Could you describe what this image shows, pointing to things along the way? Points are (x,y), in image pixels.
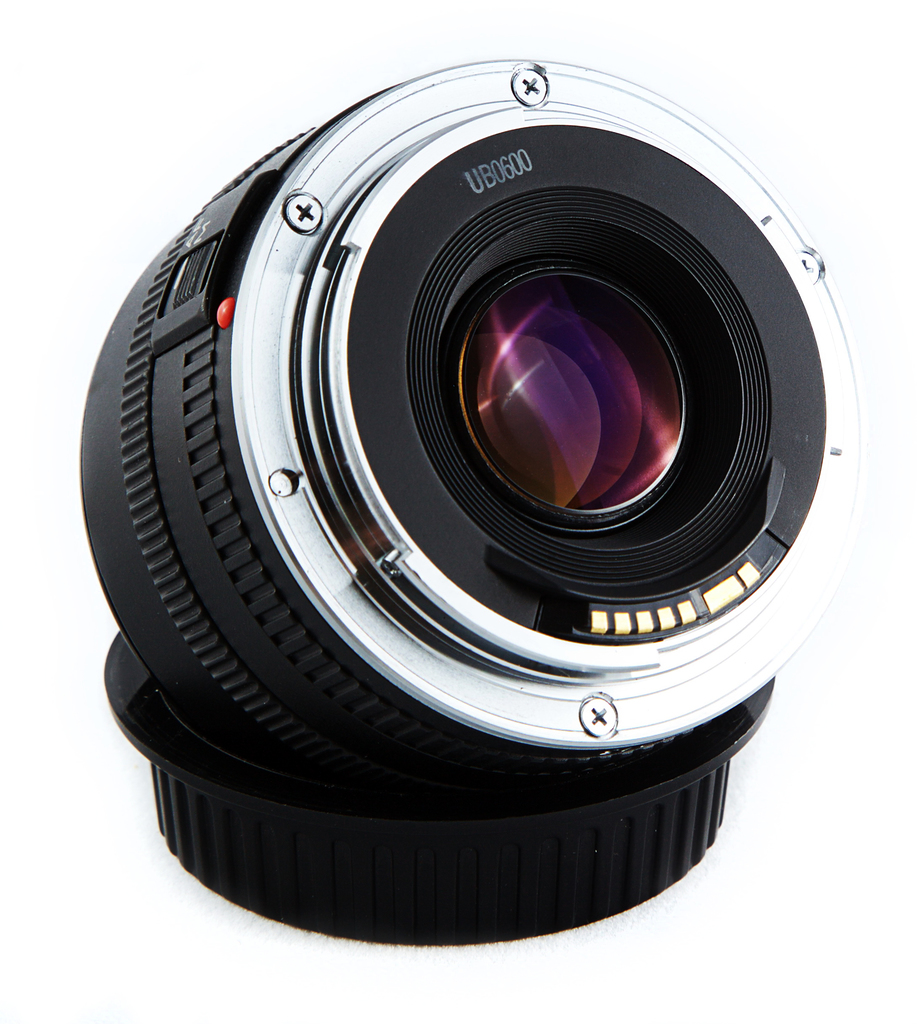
In this image we can see a camera lens (476,703) and the background (571,56) is white.
